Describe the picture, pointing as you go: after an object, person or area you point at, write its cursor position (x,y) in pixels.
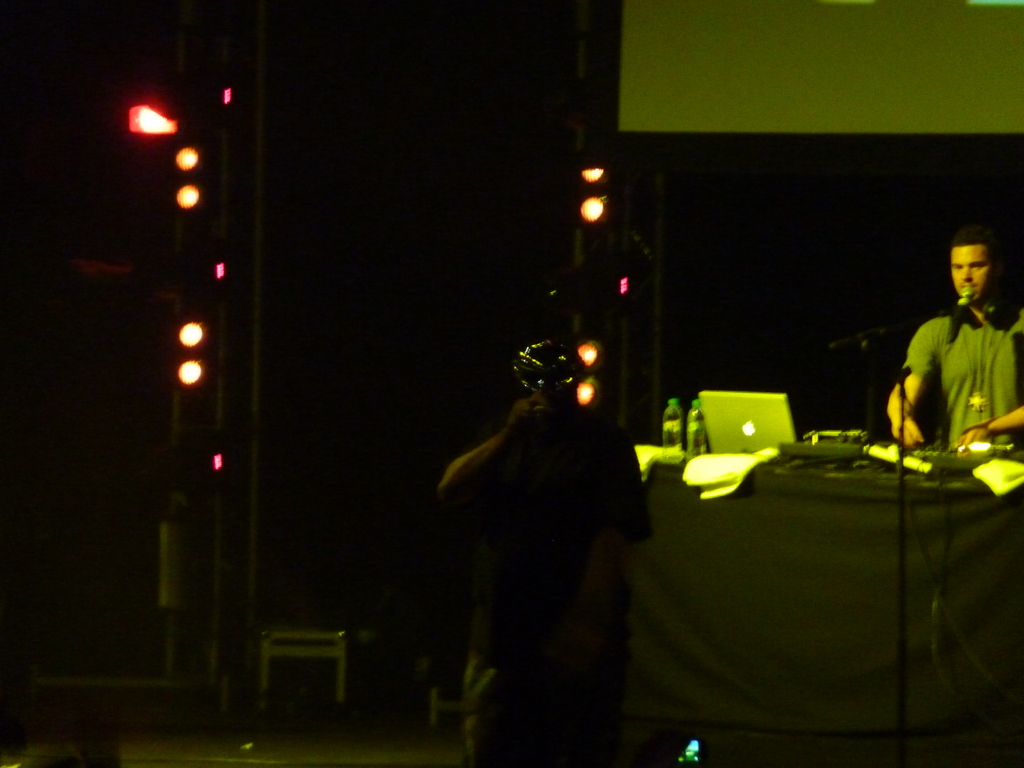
Here in this picture in the right side (988,388) we can see a person (969,374) standing over a place and in front of him we can see a table (791,492), on which we can see laptop (764,437), bottles (688,428) and other music system (818,444) and microphone (901,470) present and in the middle (575,511) we can see a person (570,568), who is performing with microphone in his hand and behind him we can see stools (317,638) present and we can also see colorful lights (139,113) present.
